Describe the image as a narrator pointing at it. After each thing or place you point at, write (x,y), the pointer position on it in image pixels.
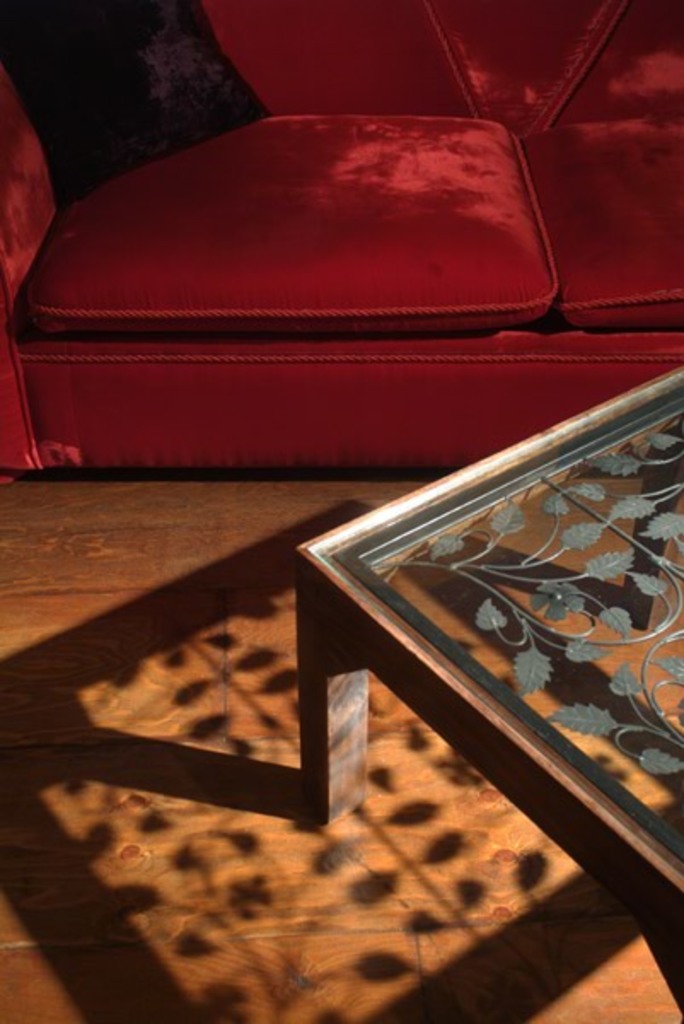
This picture is mainly highlighted with a red colour sofa (418,222) and a glass table (432,588) on the floor (202,821).
